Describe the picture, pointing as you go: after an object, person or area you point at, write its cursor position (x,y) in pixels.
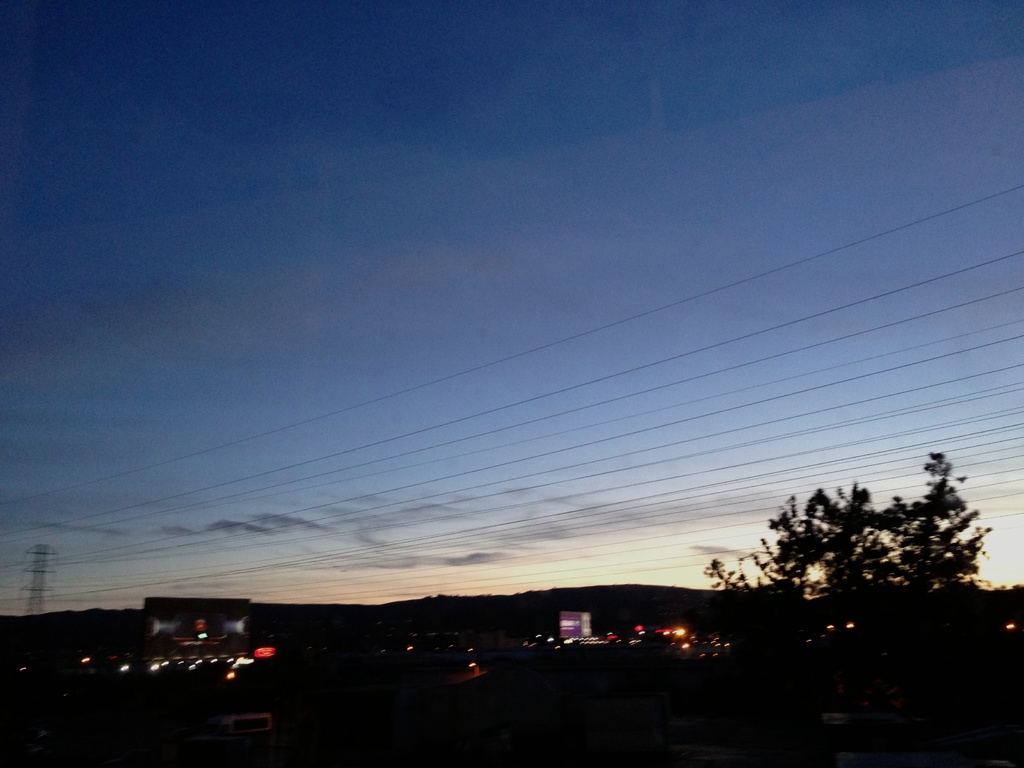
There are lights (267,649) on the left side of an image (236,673). On the right side (806,617) it is a tree (798,591), these are the power cables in the middle of an image (599,330). At the top (429,243) it's a sky (462,451).
